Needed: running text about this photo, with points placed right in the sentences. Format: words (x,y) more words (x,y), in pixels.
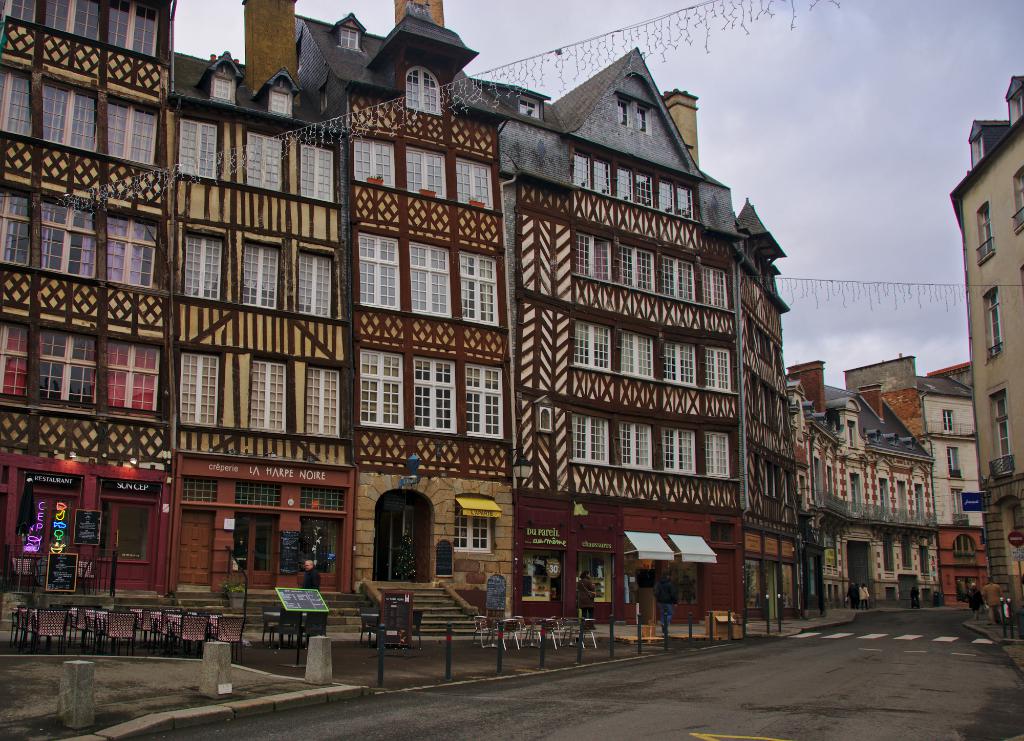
In this image there are buildings (816,370). At the bottom (754,679) there is a road (757,676) and we can see chairs (491,643) and stands (299,603). We can see a road (843,712). In the background (940,287) there is sky (898,174).
